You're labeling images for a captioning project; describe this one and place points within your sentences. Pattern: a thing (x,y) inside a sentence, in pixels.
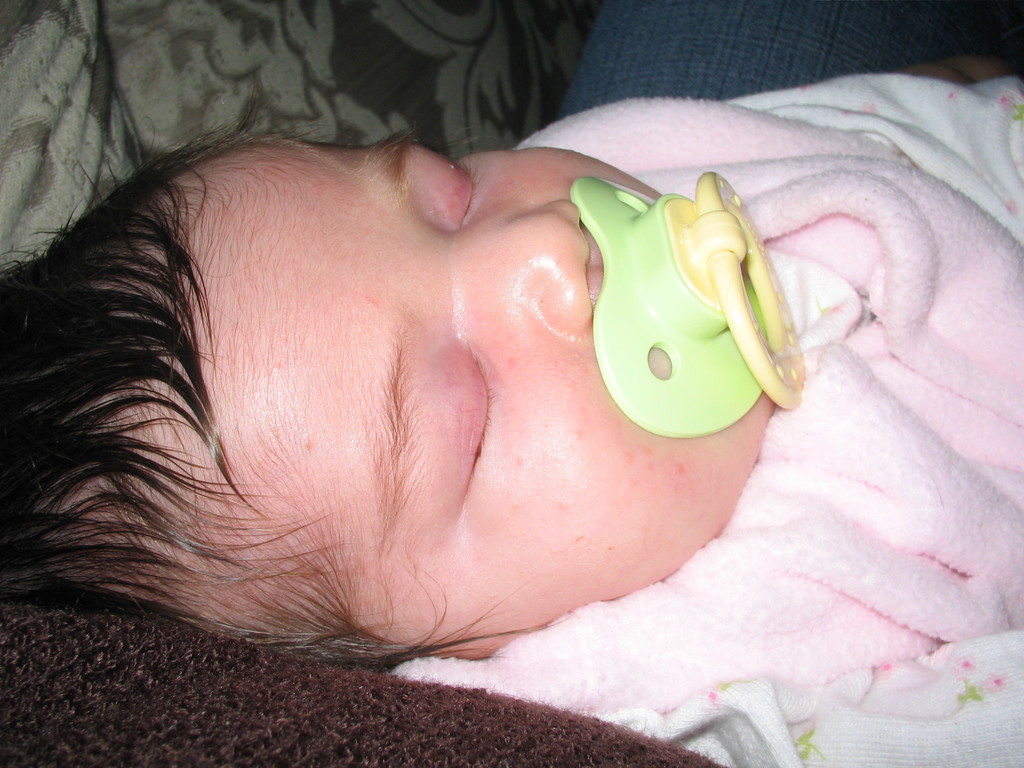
There is an infant (609,441) sleeping and there is a pacifier (616,292) in the infant's mouth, the baby (580,449) is wrapped in a pink cloth (973,326).
